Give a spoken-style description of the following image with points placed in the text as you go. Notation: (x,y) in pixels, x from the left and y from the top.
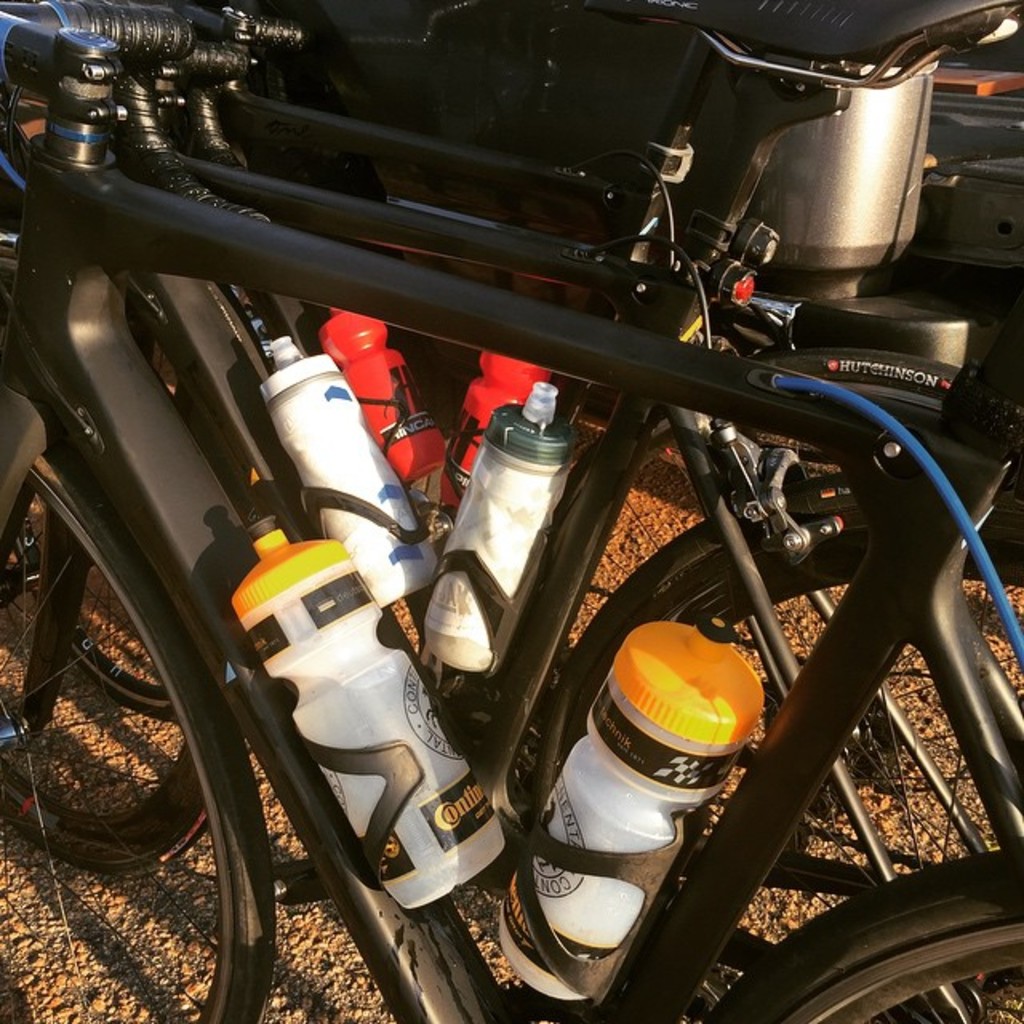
In this image we can see a group of bicycles (607,470) placed on the ground (612,572) containing some bottles (589,768). On the backside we can see a steel device (895,246).
